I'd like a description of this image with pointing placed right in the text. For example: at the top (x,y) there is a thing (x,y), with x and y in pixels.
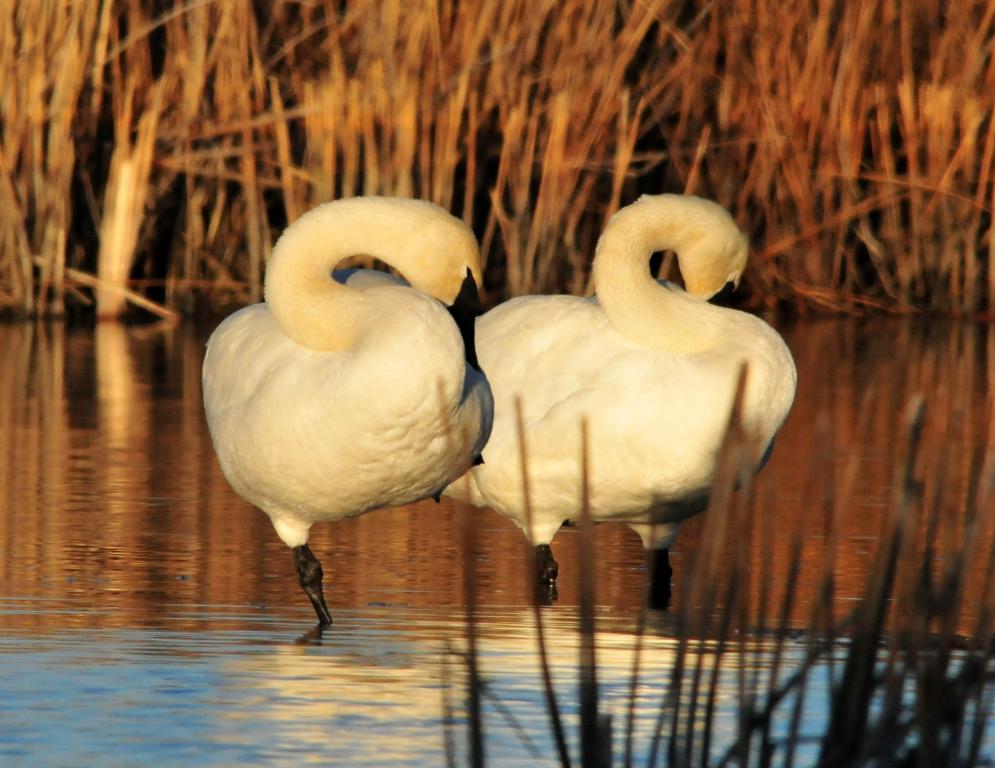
In this image we can see two birds (421,449) standing in the water (427,653). Also there is grass (539,110).
